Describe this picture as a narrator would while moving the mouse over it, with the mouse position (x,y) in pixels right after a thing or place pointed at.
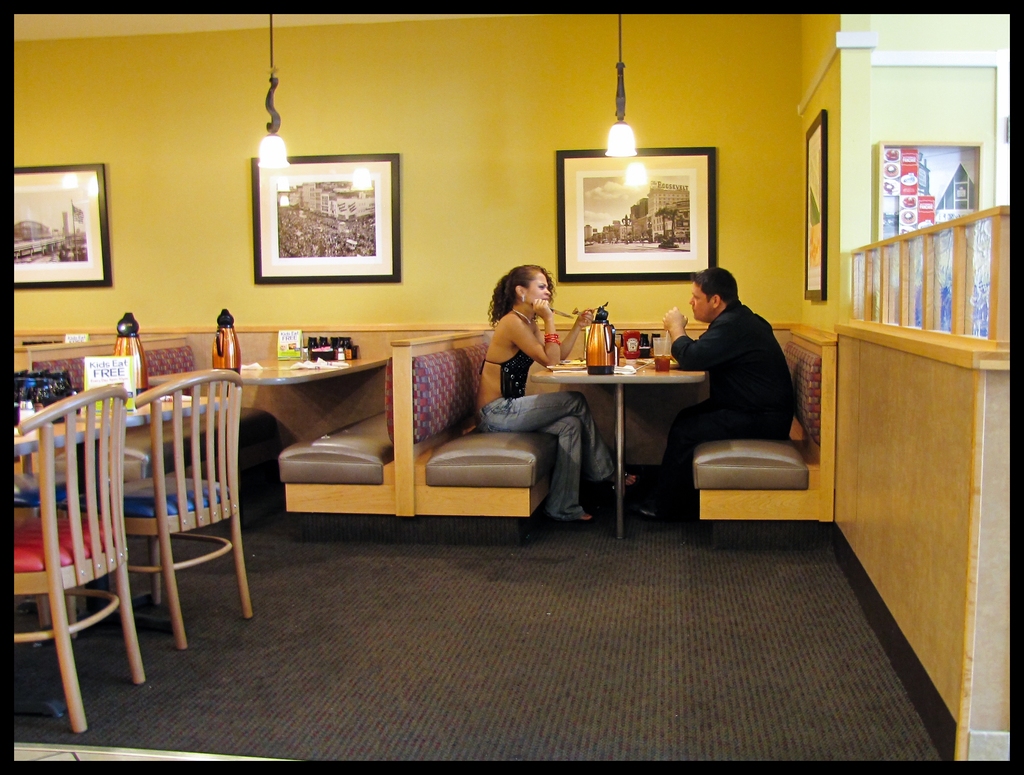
In this picture these two persons (544,351) sitting on the sofa (820,405). We can see tables (355,367) and chairs (178,391). On the table (296,368) we can see jar (120,331), board (300,343), paper (336,365), things (326,354). On the background (468,163) we can see wall (379,144) and photo frames (339,192). On the top (270,145) we can see light (279,146). This is floor (529,638).
